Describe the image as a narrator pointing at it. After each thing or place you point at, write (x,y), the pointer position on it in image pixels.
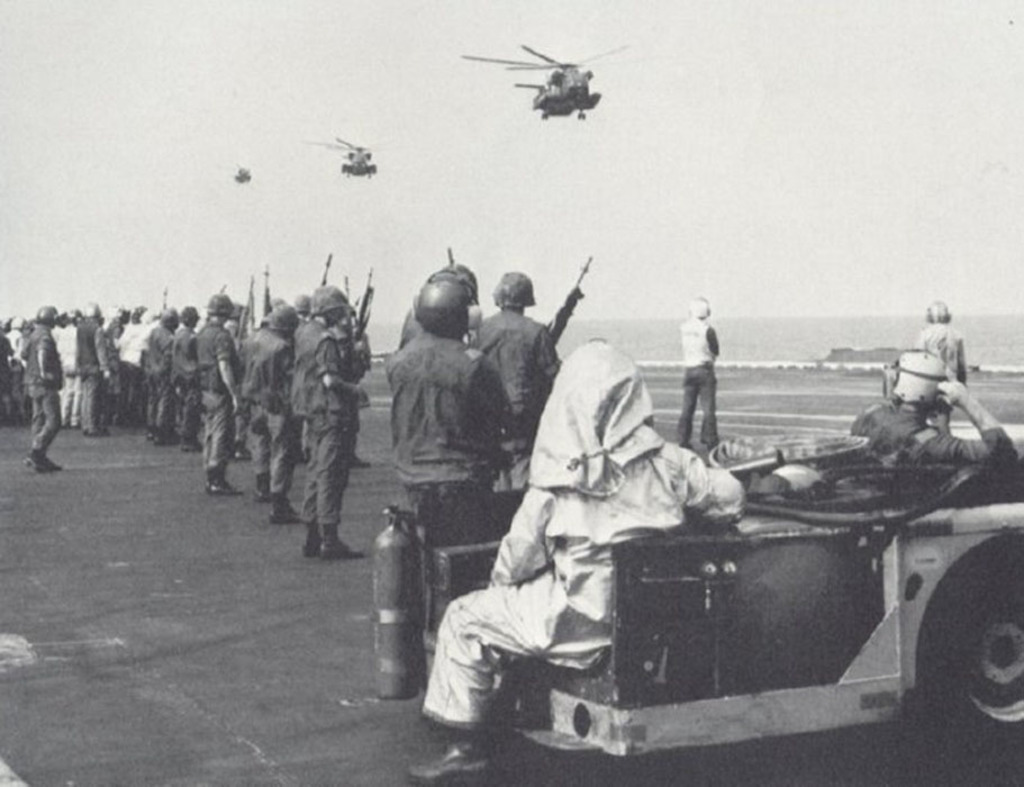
Bottom right side of the image (893,611) there is a vehicle (1018,574), on the vehicle (497,529) two persons (984,422) are sitting. In the middle of the image (504,408) few people (94,417) are standing and holding some weapons (165,306). Top of the image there are some helicopters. Behind the helicopters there is sky (723,239).
